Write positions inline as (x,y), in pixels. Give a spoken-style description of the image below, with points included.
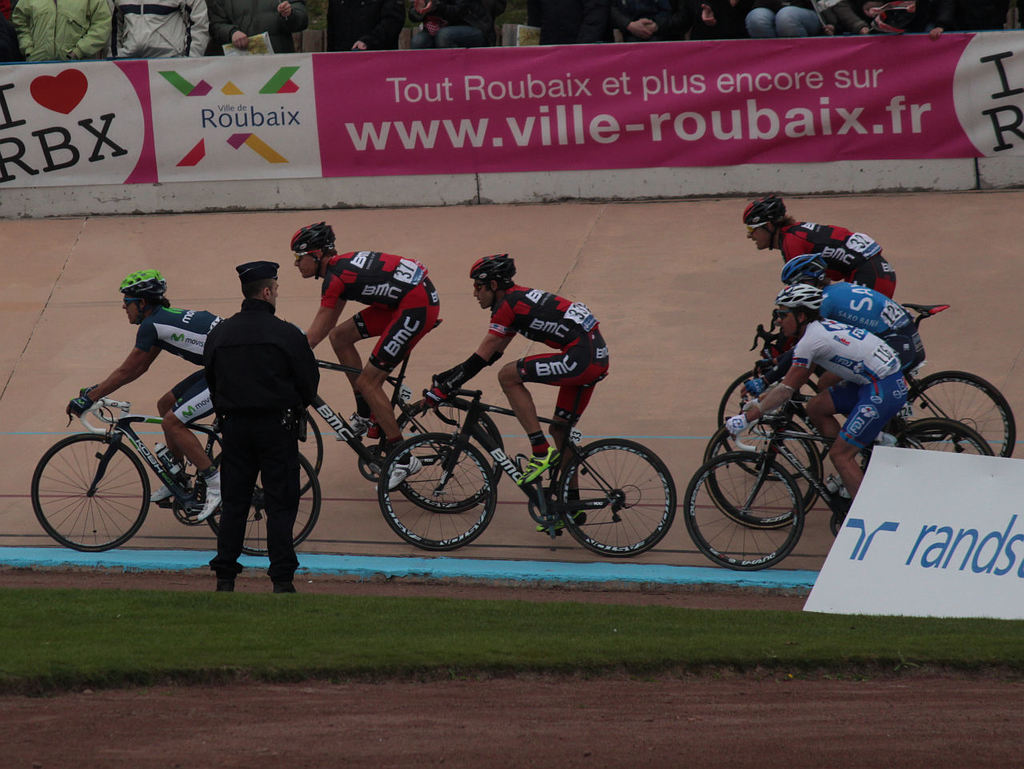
In this image we can see many people (419,315) wearing gloves (747,384), helmet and goggles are riding cycles (455,452). Also there is a person (256,410) wearing cap (271,262) is standing. On the ground (148,615) there is grass (329,628). In the background (845,133) there are banners (846,127). Also there are many people (706,19).
